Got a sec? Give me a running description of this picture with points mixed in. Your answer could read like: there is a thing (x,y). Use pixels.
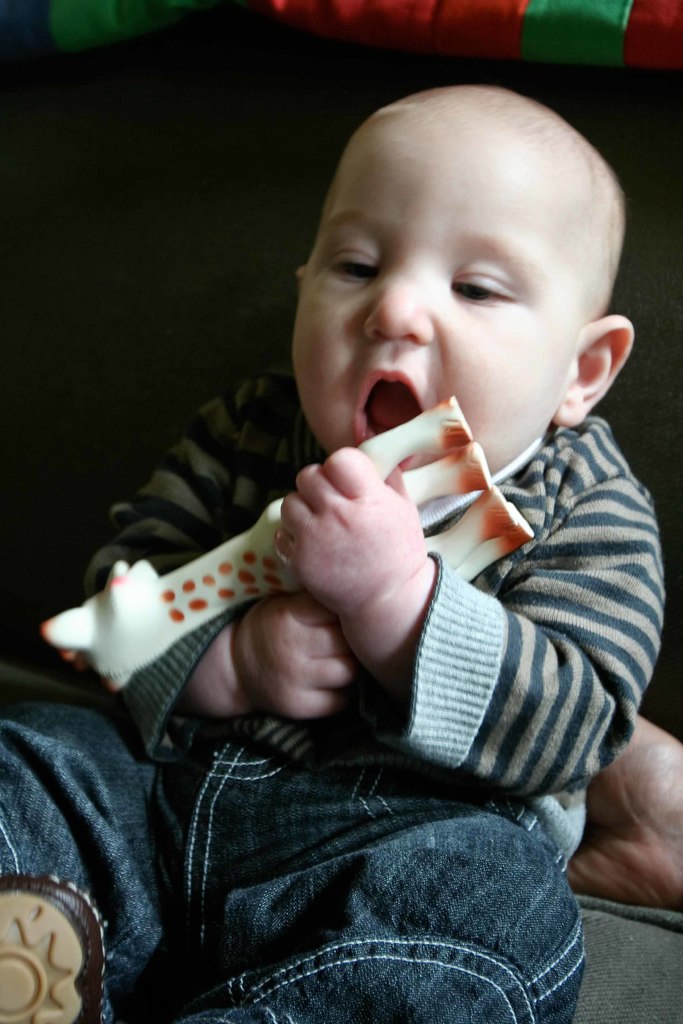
In the image there is a baby (165,679), he is holding a toy (228,549) with his hands (330,479) and behind the baby (615,721) it seems like there is a hand (622,852) of a person (631,873).
